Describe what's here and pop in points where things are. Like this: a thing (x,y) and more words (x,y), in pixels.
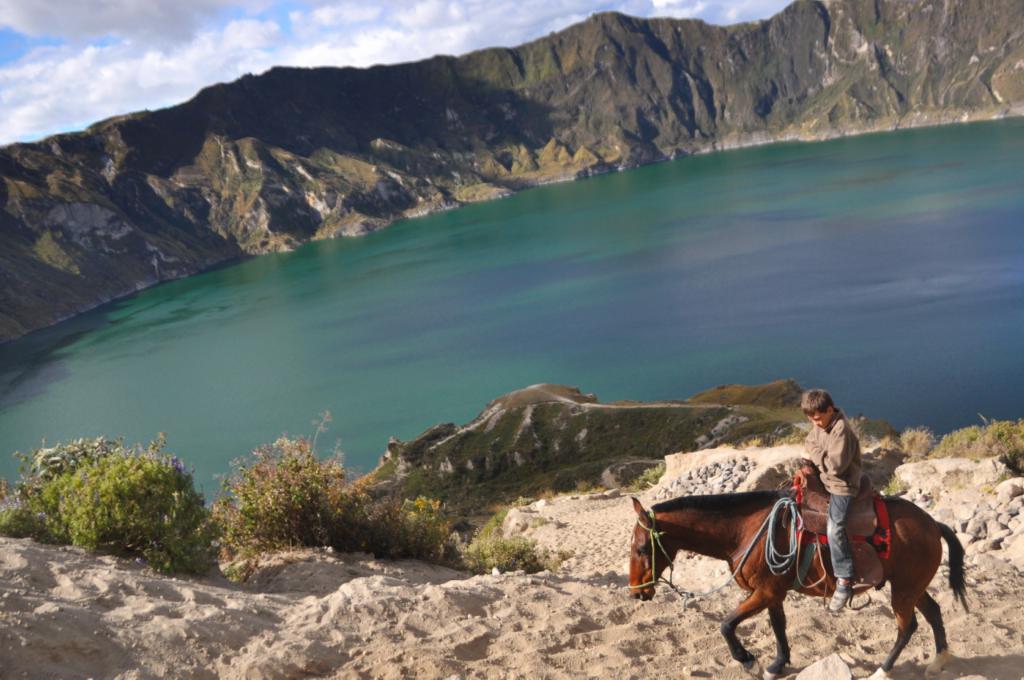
In this image we can see a person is sitting on the horse (753,554). Here we can see ground (716,632), grass (558,459), plants (970,433), water (694,386), and a mountain (465,139). In the background (446,6) there is sky (508,19) with clouds (508,19).
